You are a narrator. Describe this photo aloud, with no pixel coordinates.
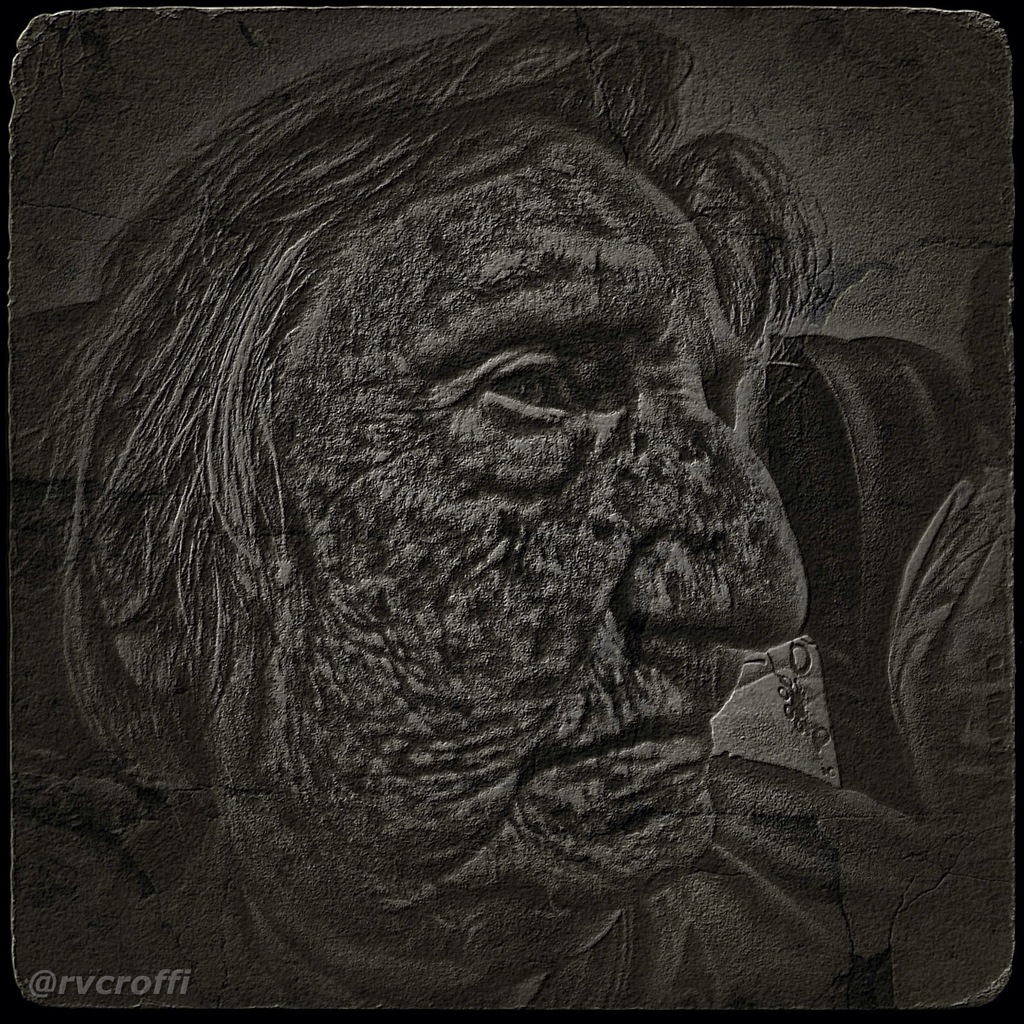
This is an edited image with some text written on it.
